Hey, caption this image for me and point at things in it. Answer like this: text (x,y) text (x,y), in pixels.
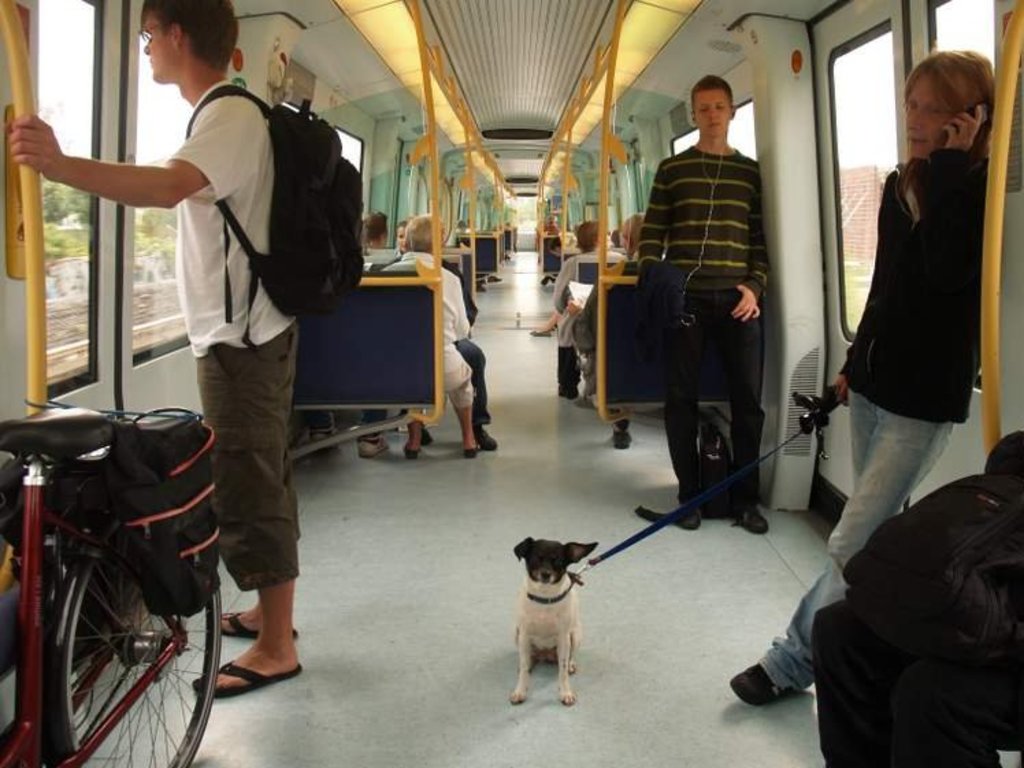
This is the inner view of a train (421,304). In the train (371,364) we can see some persons (408,242) sitting and some persons (253,420) are standing. In addition to this we can see a dog (533,606), bicycle (140,591) and an emergency alarm (274,63).
